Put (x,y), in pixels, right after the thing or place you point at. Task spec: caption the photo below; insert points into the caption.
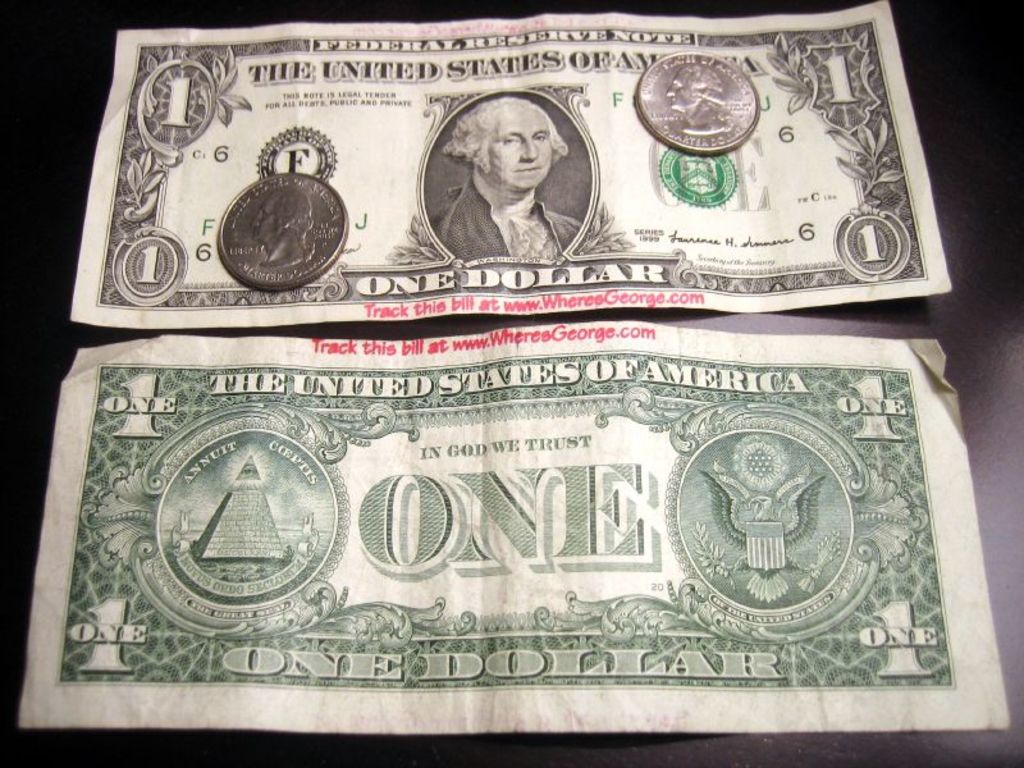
In this image we can see there are currency notes (563,341) and coins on the surface (12,743).
